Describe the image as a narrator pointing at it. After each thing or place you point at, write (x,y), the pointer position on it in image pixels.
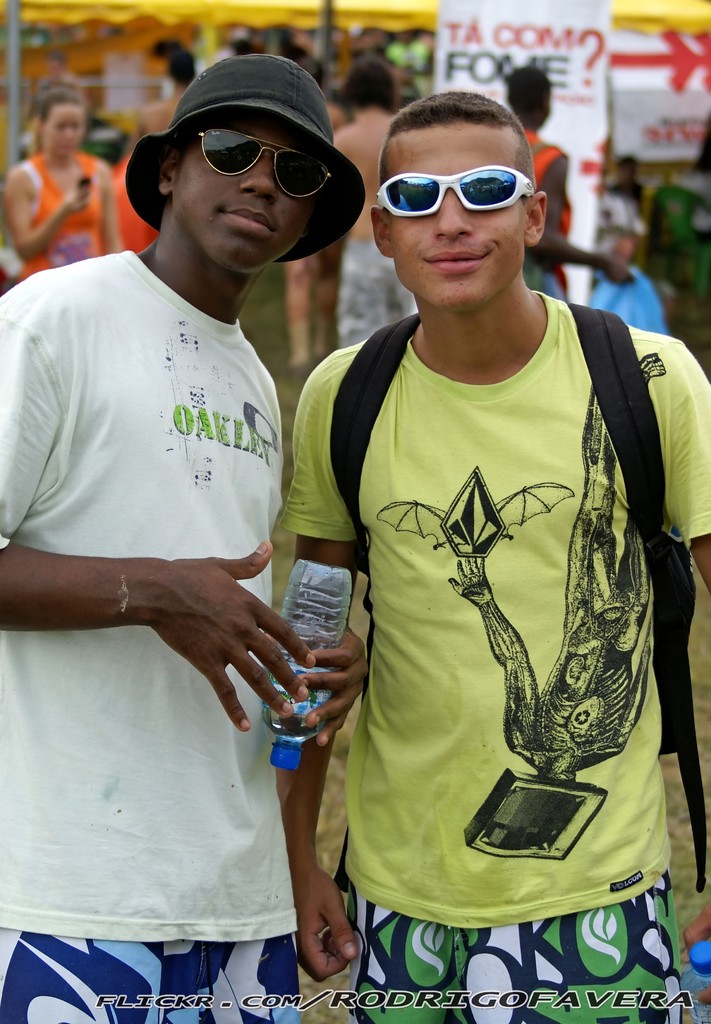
There are two persons (269,589) standing as we can see in the middle of this image (396,490). The person (226,698) standing on the left side (161,585) is holding a bottle (335,625). We can see a watermark (478,1005) at the bottom of this image (404,1009). There are people (387,118) present in the background (343,86).
